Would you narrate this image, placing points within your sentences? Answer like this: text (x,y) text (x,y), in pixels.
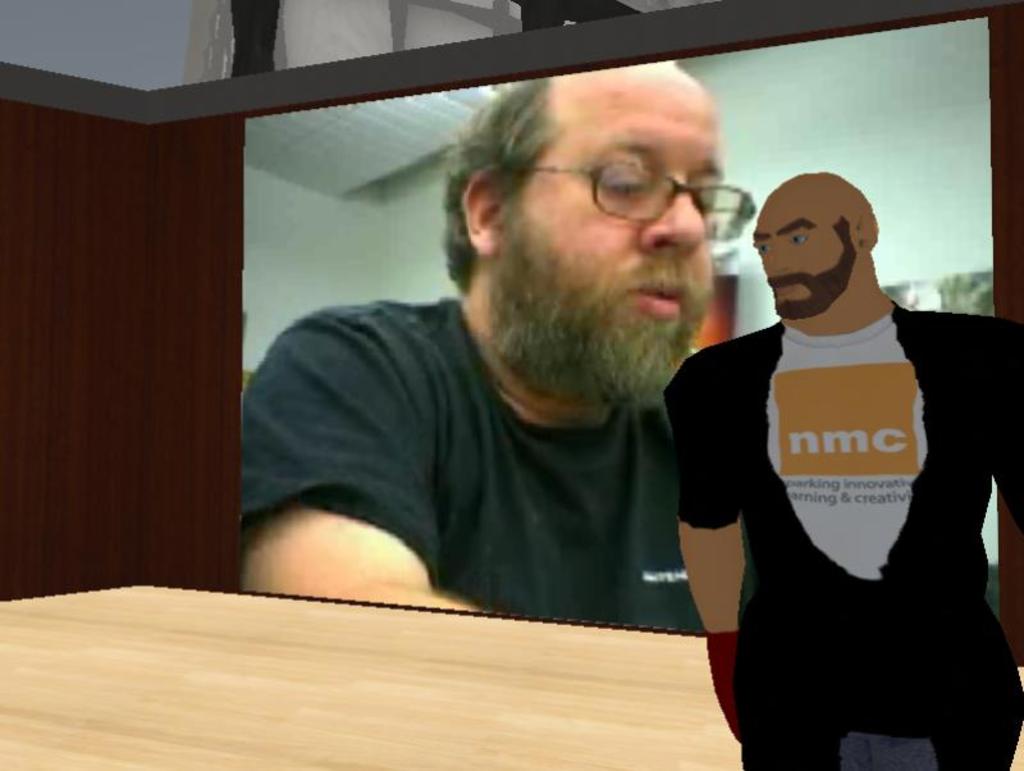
This is an edited image. Here we can see wall (213,431), floor (569,729), and a picture (816,537) of a person (956,742). There is a screen (720,217). On the screen (375,248) we can see a man (640,385).
